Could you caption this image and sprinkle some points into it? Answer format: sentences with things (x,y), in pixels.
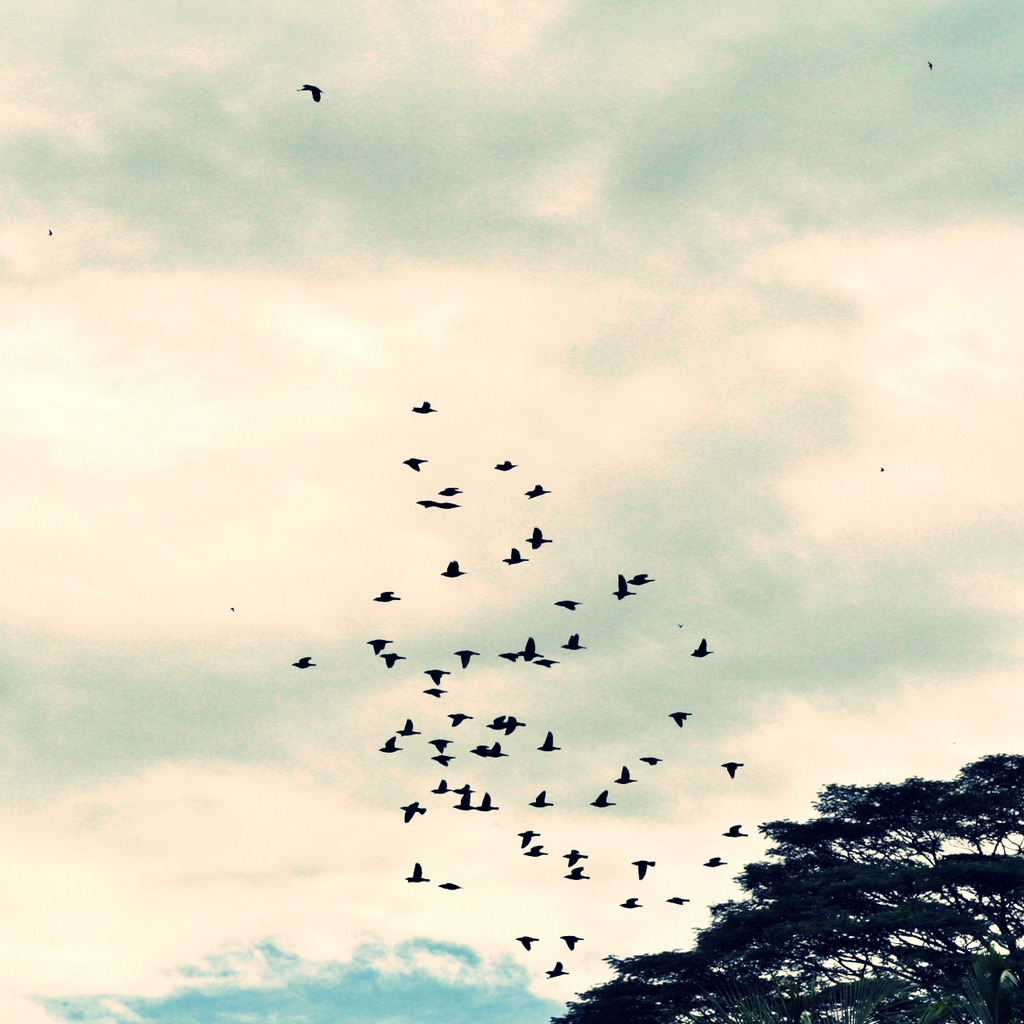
Here we can see birds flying in the air (435,766). There are trees (874,882). In the background (251,931) there is sky (72,896).
